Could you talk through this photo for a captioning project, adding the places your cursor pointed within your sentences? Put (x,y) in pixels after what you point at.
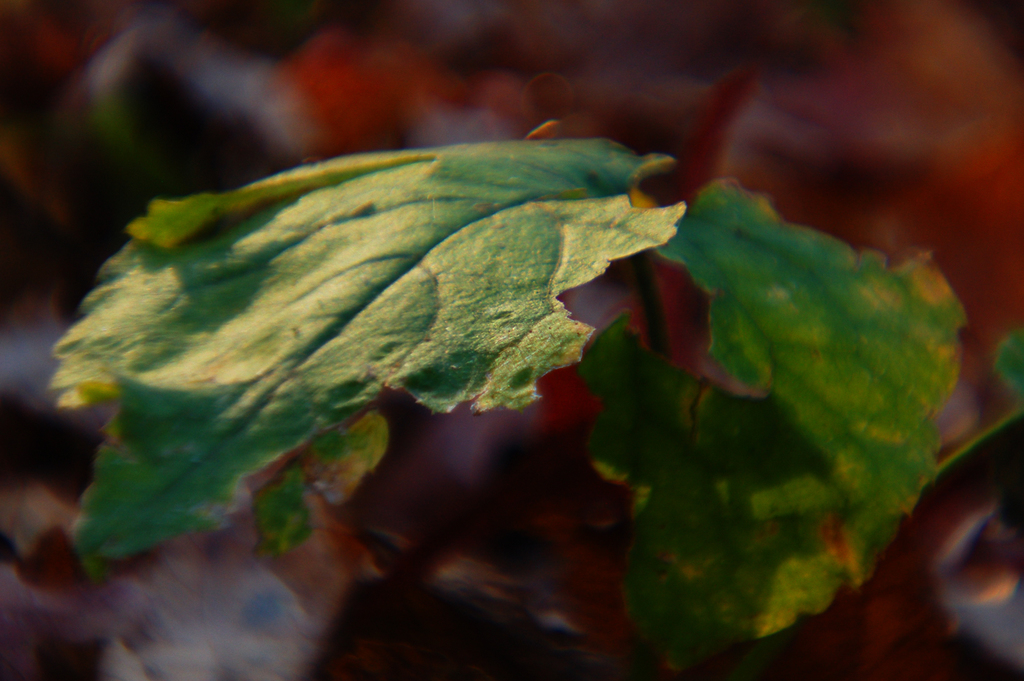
In this given picture, I can see two leaves (519,181) which includes with stem (651,309).
